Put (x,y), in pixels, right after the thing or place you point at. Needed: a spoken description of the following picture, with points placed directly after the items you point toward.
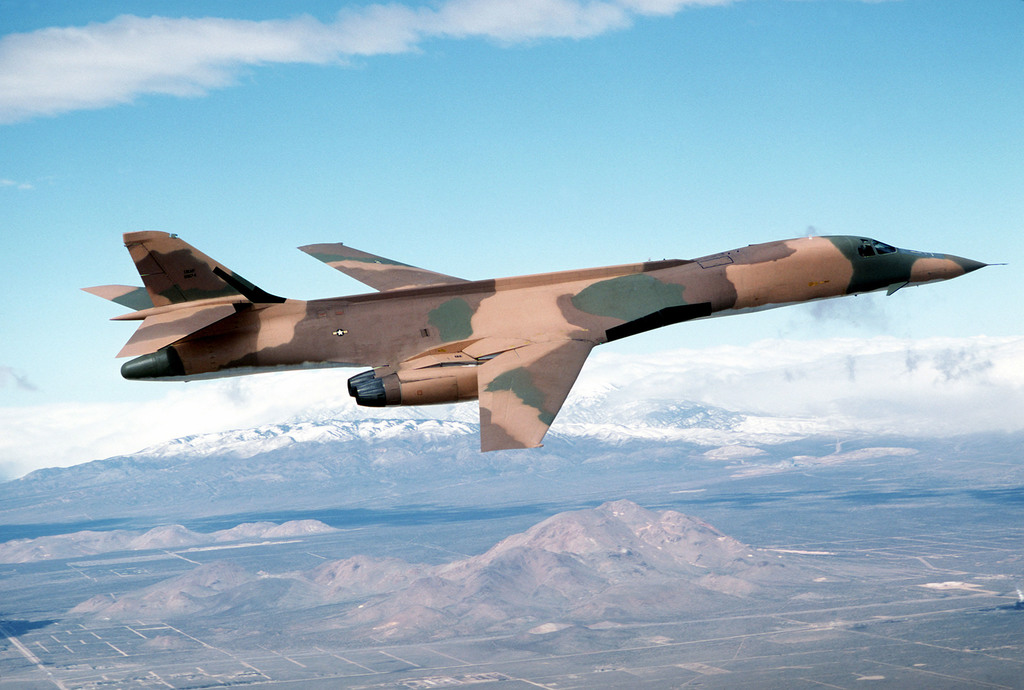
In this image we can see an airplane (566,323) flying, there are some mountains (586,435) and in the background (536,172), we can see the sky (654,239) with clouds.
